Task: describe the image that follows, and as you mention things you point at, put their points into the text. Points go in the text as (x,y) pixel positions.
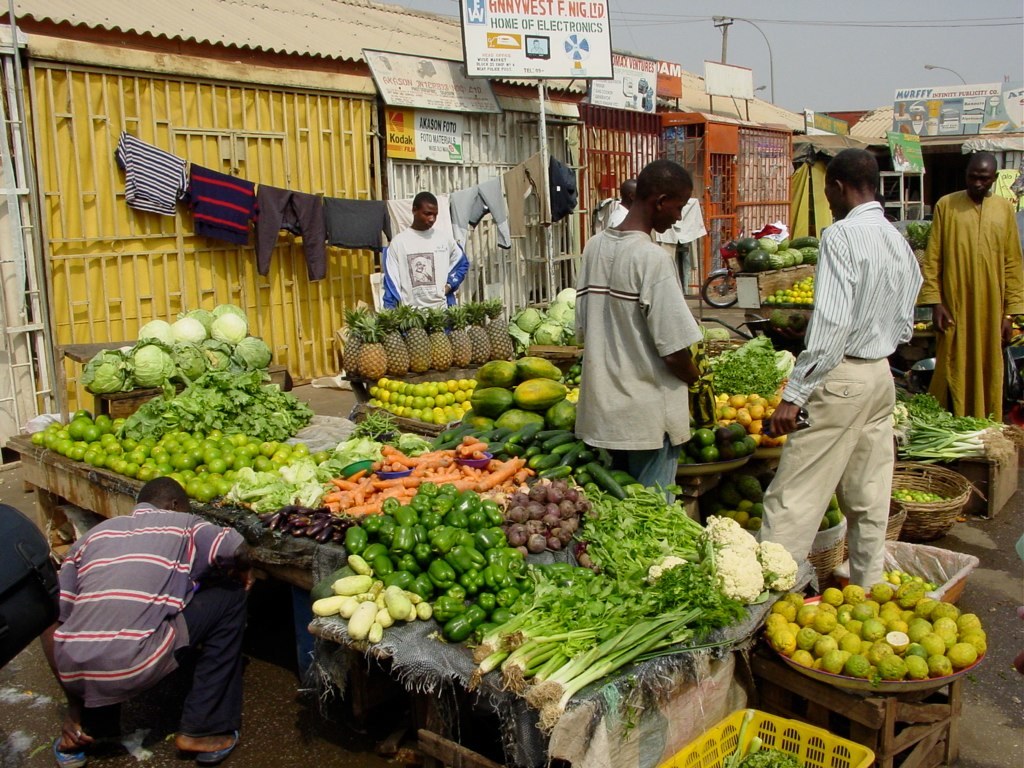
In this image I can see people (450,243), few boards (393,112), clothes (357,205) and on these boards (1017,99) I can see something is written. I can also see few basket (853,753), few tables (415,624) and different types vegetable (511,547). I can also see few fruits (434,316) and in background (721,62) I can see a board (710,66), few wires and street light (732,18).
